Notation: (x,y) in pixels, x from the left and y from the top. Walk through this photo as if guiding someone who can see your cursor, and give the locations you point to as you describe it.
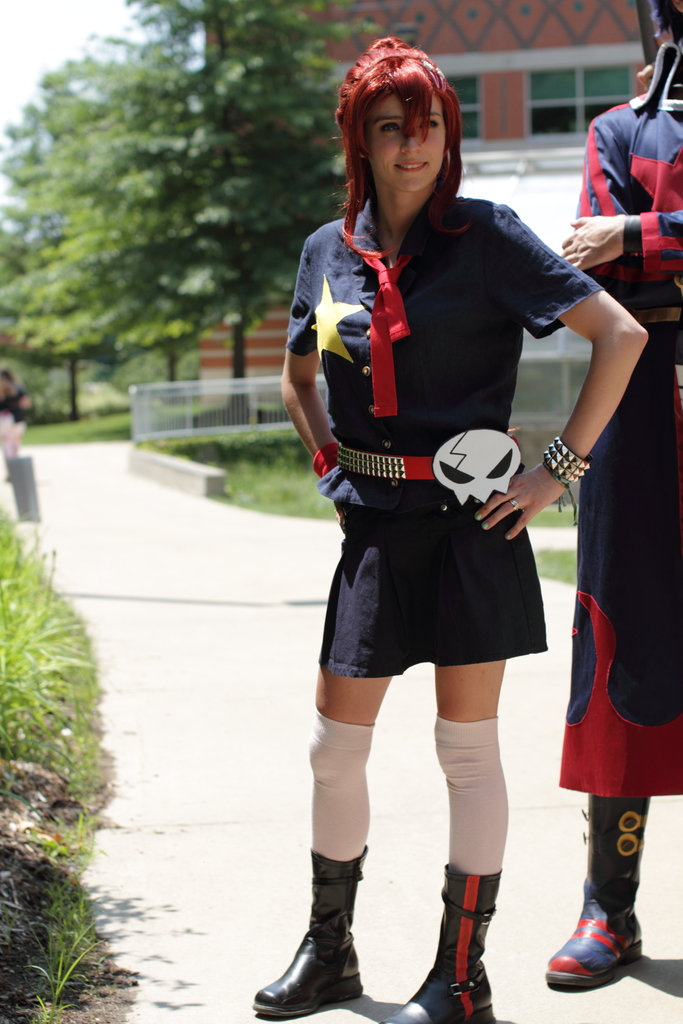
In this image, in the middle (353,671), we can see a woman (389,247) wearing a blue color dress (429,264) is standing on the land (492,959). On the right side (639,759), we can also see another person (625,142) standing. On the left side (42,556), we can see some plants (65,766) and a grass (53,961). In the background (8,390), we can also see a person (0,400). In the background (117,126), we can see some trees (28,229), building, glass window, metal grill (243,430). At the top (67,49), we can see a sky (70,49), at the bottom (42,1010), we can see a road (197,510) and a grass (46,618).
